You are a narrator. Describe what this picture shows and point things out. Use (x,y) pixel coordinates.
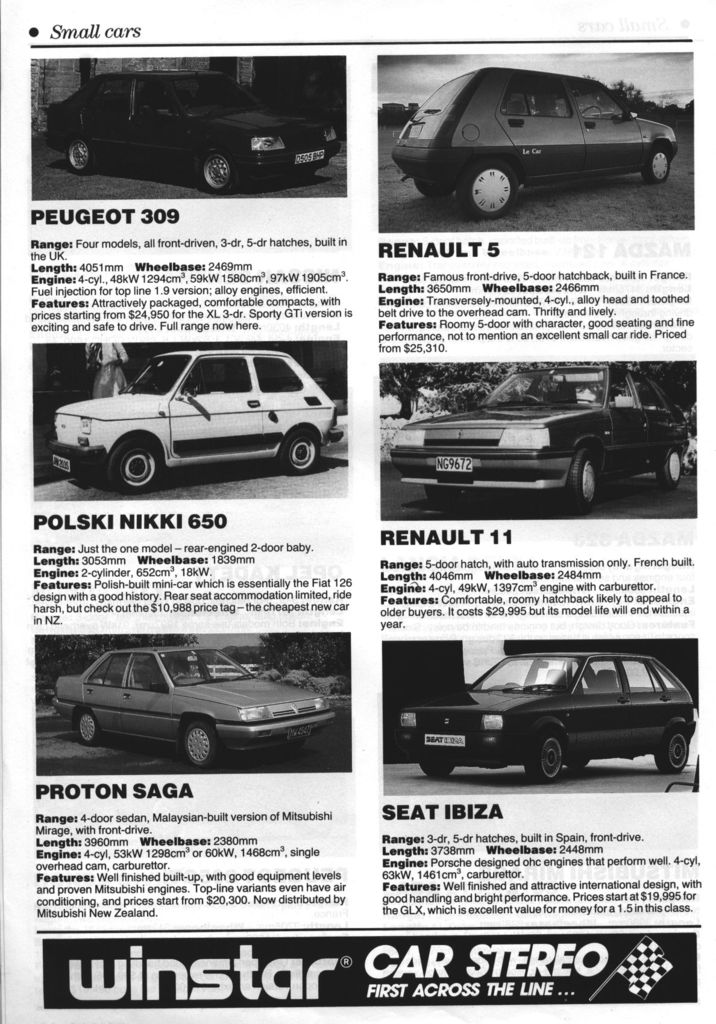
In this image we can see cars (507,108) of different companies. Here we can see the description (250,292) of the cars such as range, length, engine details and features.
